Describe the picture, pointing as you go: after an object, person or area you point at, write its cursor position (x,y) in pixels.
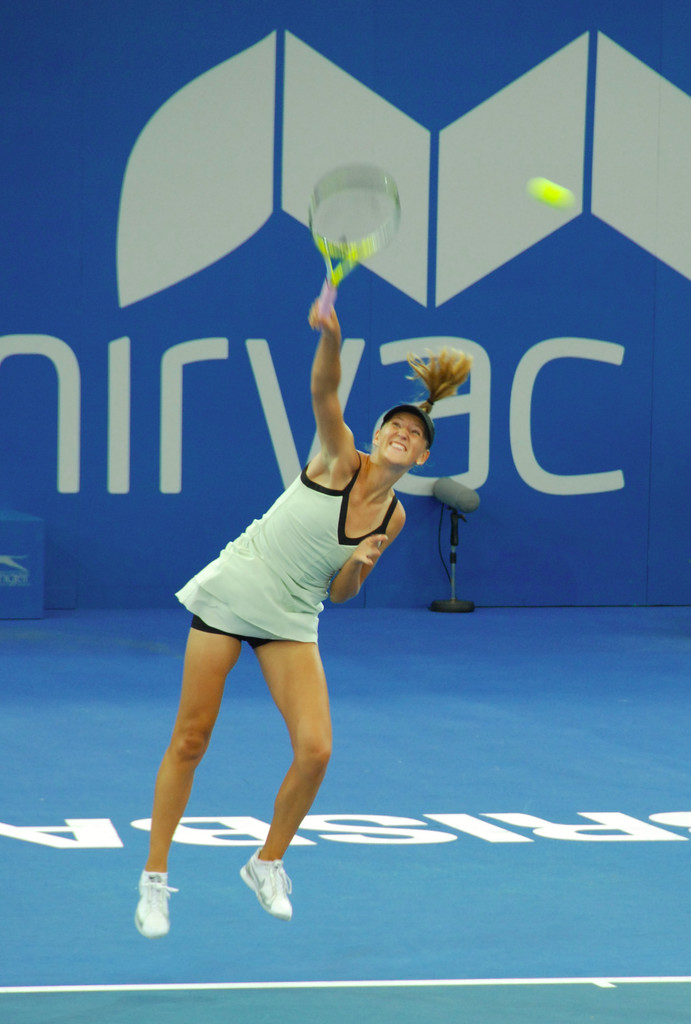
In this image i can see a woman (353,468) playing a tennis at the background (435,133) i can see a board (445,229).
